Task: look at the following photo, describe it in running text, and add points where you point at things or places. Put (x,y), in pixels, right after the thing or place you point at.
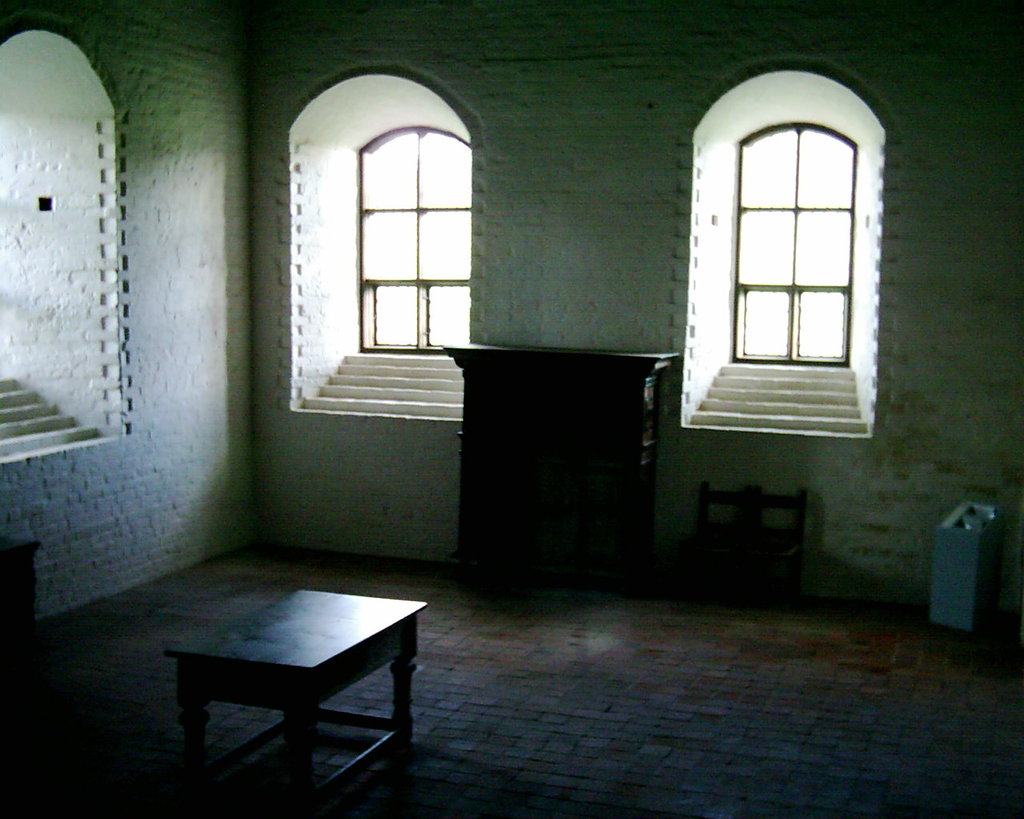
On the floor (553,727) there is a table (263,621), cupboard (569,560) and other objects (978,604). Here we can see a wall (574,27) painted with white paint (220,185). These are windows (414,215).
